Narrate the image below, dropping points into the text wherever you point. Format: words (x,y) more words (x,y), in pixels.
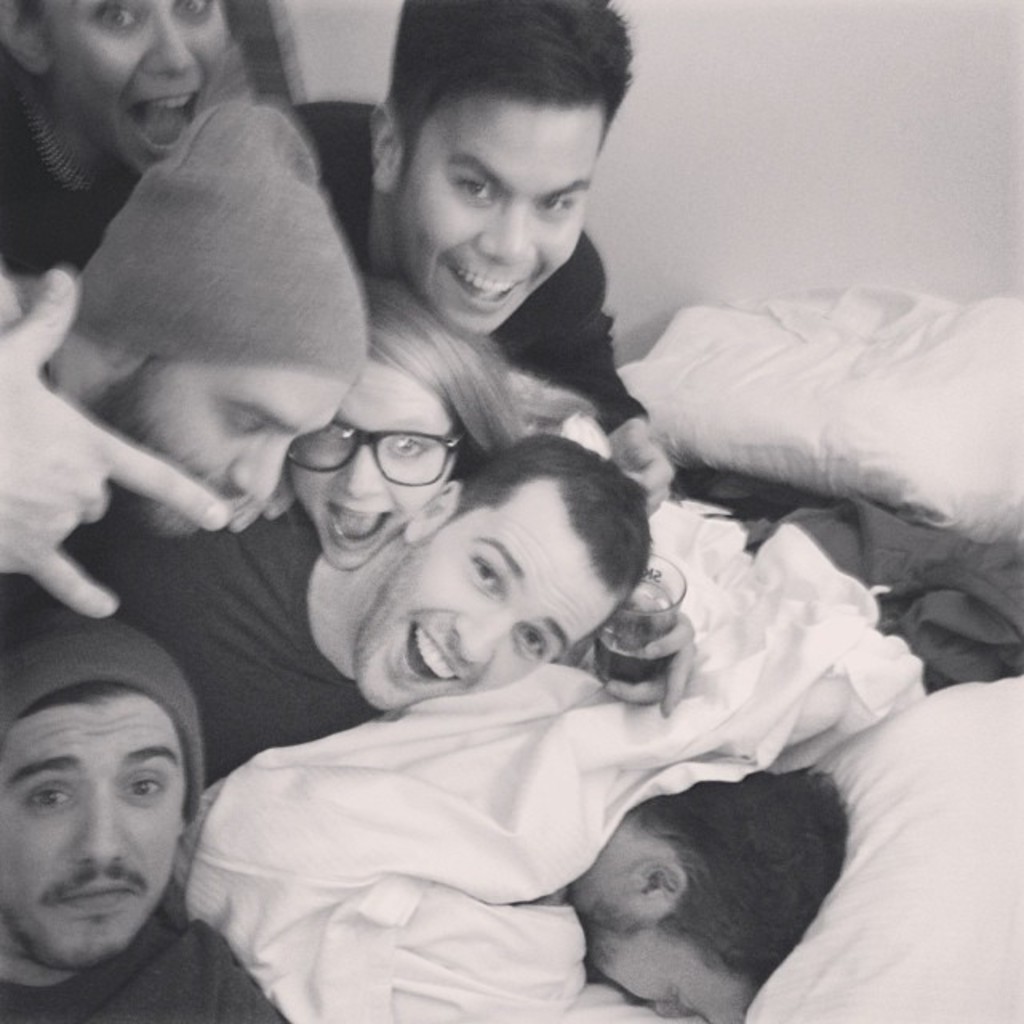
This is a black and white image. To the left side of the image (155,861) there are many people (325,388). There is a person (606,548) holding a glass (631,611) in his hand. There is a white color cloth (865,327) to the right side of the image (848,636). In the background of the image (763,229) there is wall (720,161).
